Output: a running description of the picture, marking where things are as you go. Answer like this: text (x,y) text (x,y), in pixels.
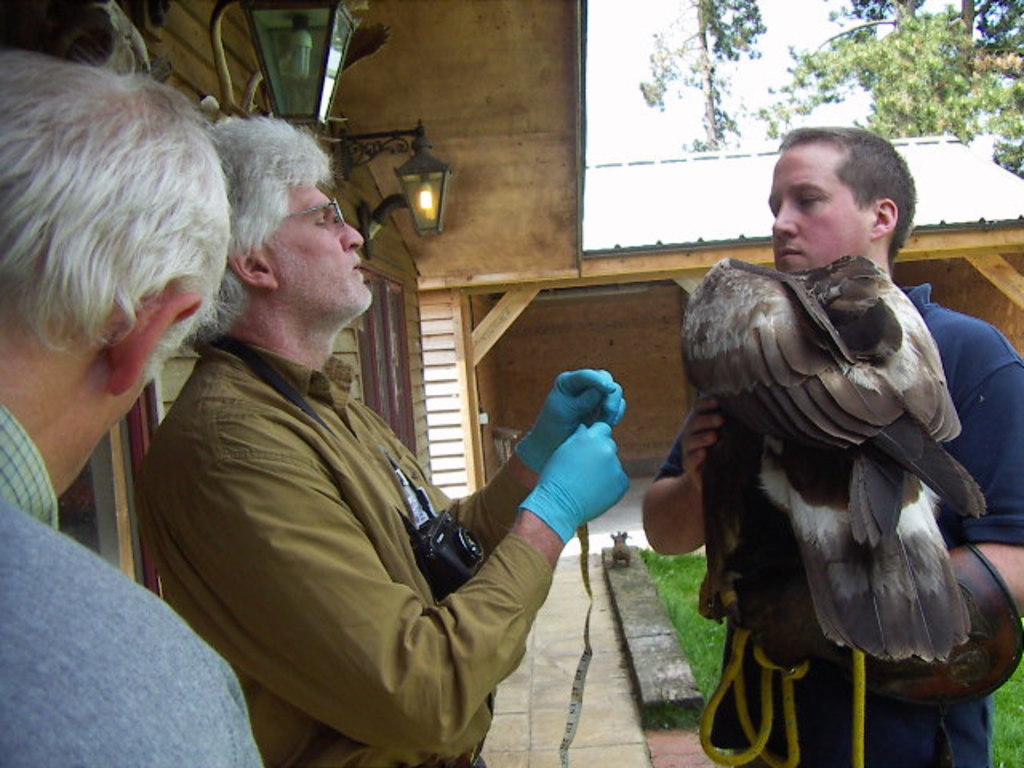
In the picture I can see some people (379,437), among them one person (1018,474) is holding bird (798,463) and one person (332,425) is holding measuring tape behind we can see house (482,410), tree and grass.
